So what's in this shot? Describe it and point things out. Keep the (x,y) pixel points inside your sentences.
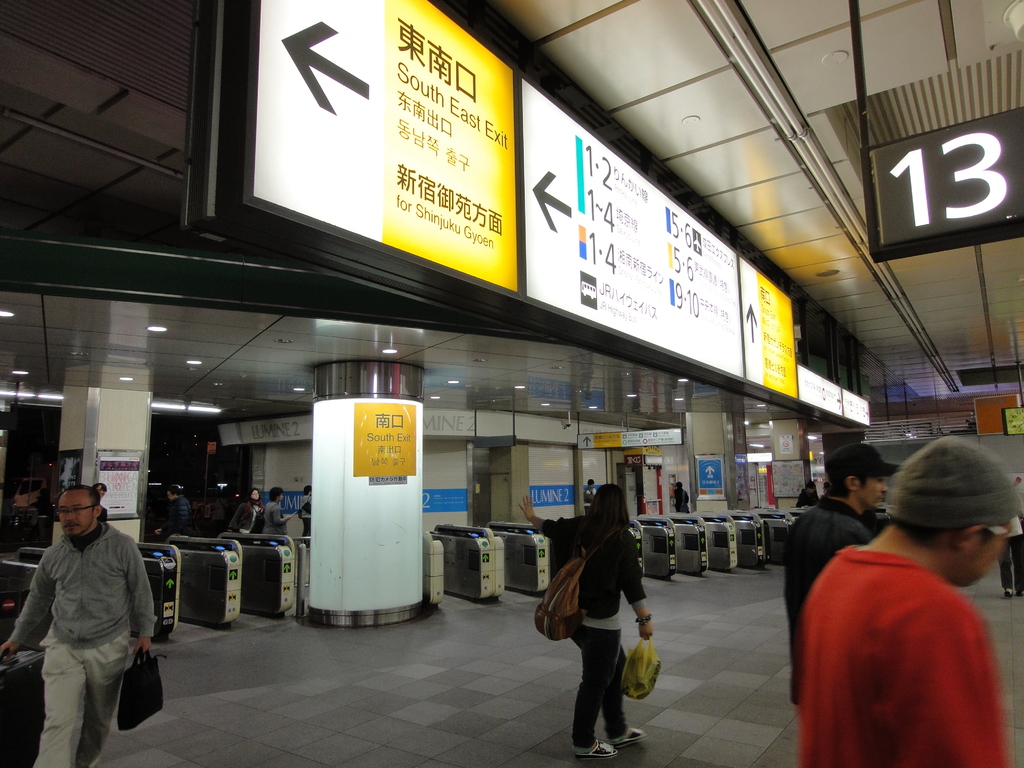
In this picture there is a woman (596,577) who is wearing black dress (599,609) and holding the bag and plastic cover (656,661). On the right (902,466) I can see many people (851,579) were standing on the floor (1000,629). On the left (223,588) I can see the gates (495,545) and pillars (785,501). At the top (313,137) I can see the boards (515,224) which showing the directions. At the top right corner (986,150) I can see the board (936,227) which is hanging from the roof (624,110).
